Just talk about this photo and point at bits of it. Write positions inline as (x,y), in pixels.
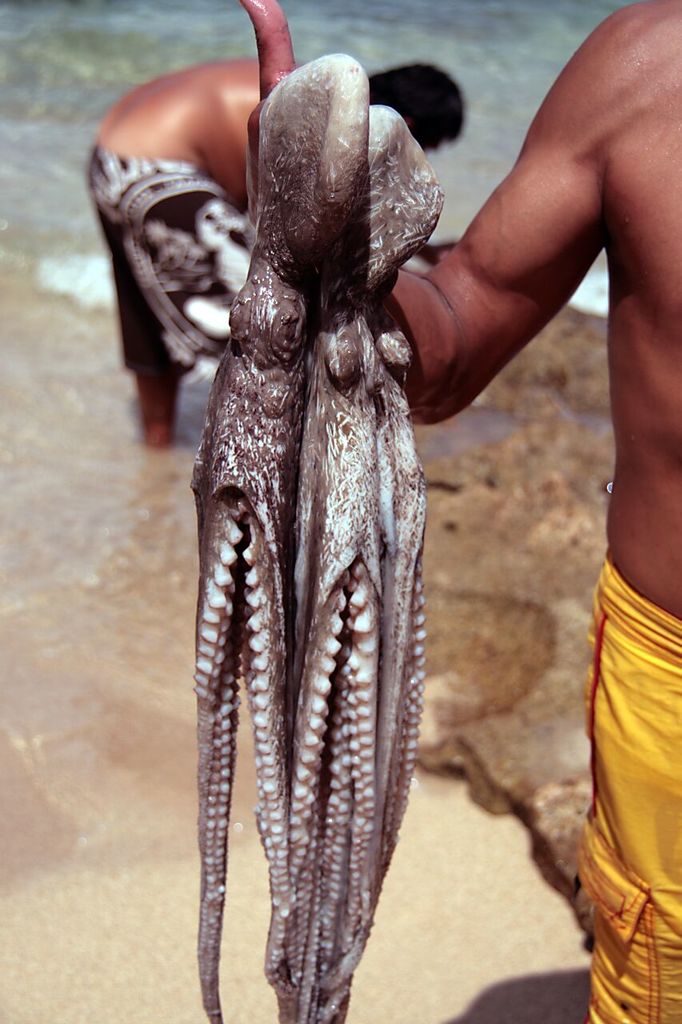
In this picture there is a person (676,425) holding an octopus (293,387) and we can see sand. In the background of the image (131,312) we can see a person (426,95) and water (448,35).
